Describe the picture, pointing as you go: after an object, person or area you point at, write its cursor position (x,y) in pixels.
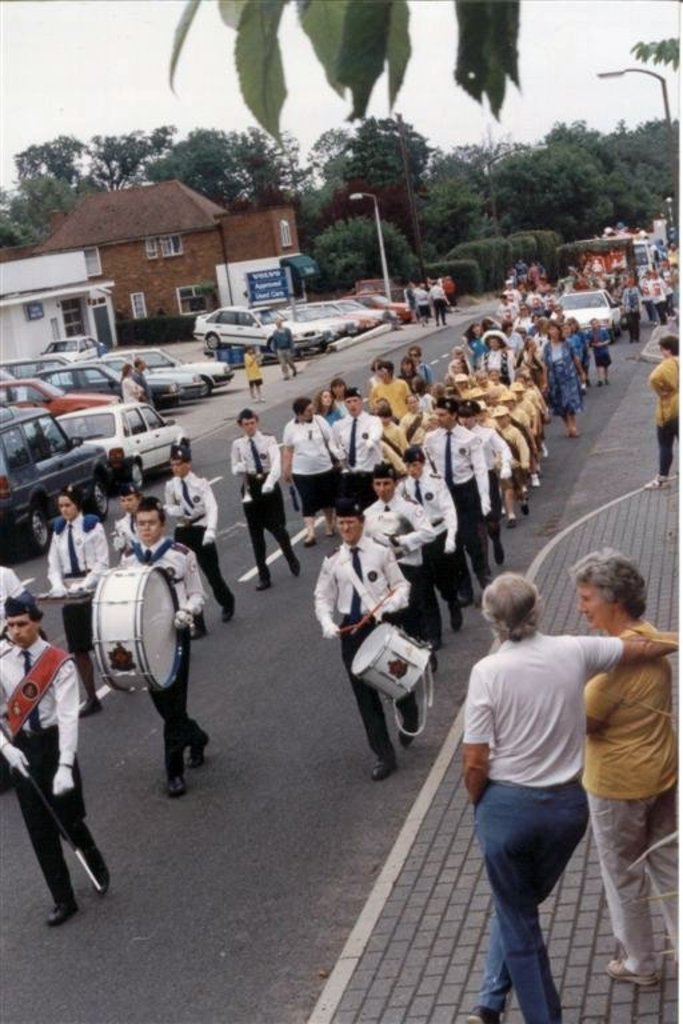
In this picture there are people (353,641) marching in a row and the spectators (652,386) viewing them. In the background (115,423) there are cars (115,423), buildings (139,226) and trees (545,202).
